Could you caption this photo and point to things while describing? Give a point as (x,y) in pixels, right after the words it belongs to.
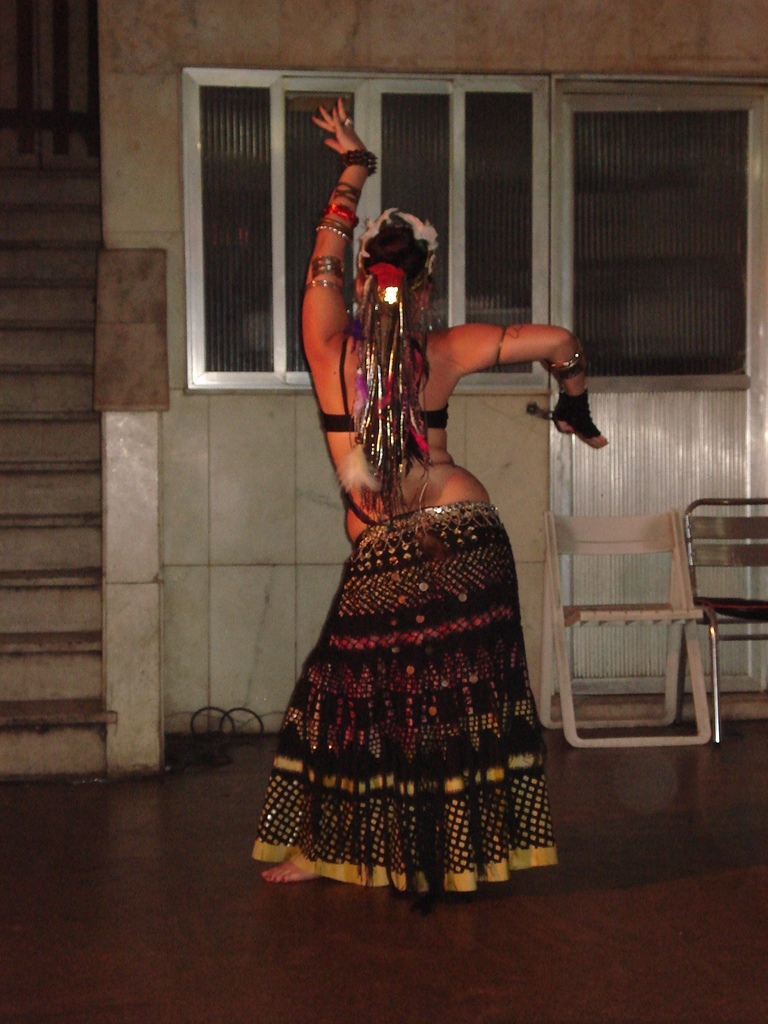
In this image a lady (363,763) is dancing. In the background (222,316) there are windows (235,209), chairs (630,604) and staircase (48,270).
